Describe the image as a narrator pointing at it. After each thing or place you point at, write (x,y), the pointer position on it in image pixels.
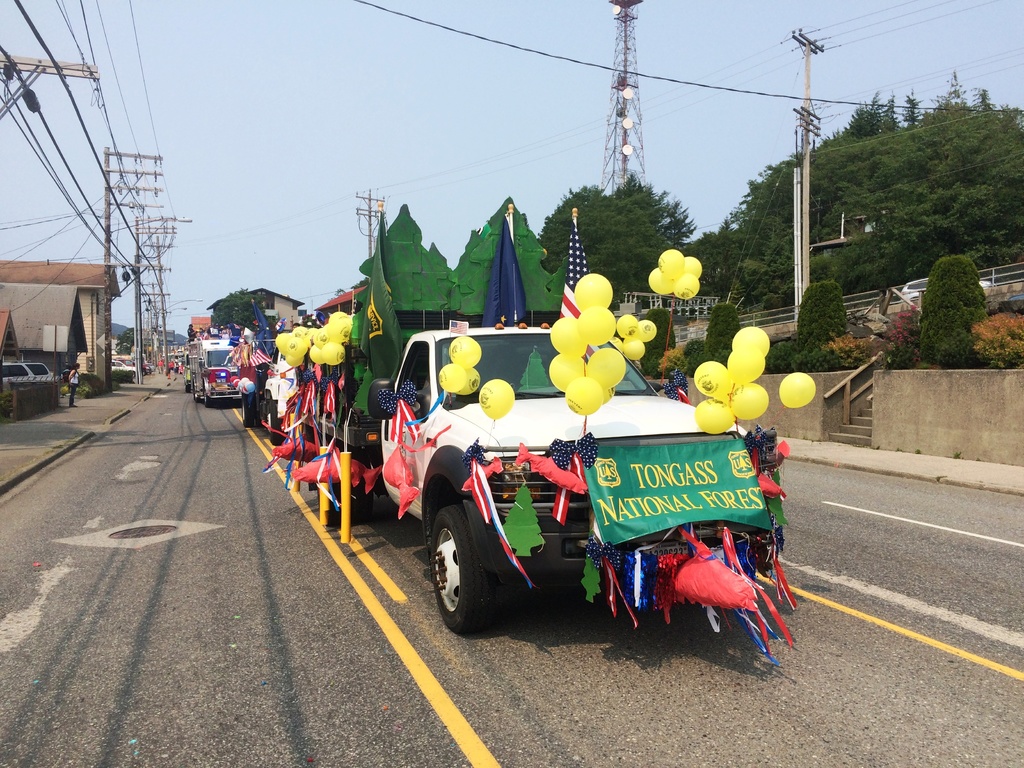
In this picture we can see few vehicles (366,461) on the road (421,539) and we can find few balloons (603,282), flags (584,248) and a hoarding (596,465), in the background (588,235) we can see few trees (635,253), poles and a tower (625,43), on the left side of the image (62,375) we can see a person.
